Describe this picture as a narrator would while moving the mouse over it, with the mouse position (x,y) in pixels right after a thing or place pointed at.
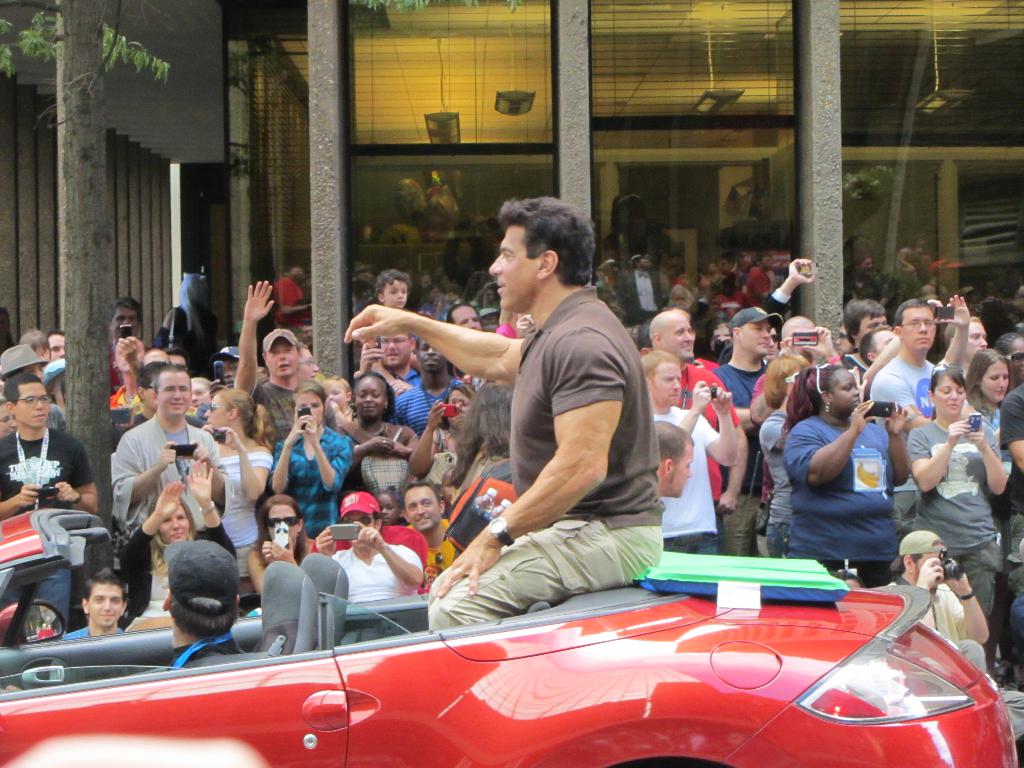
There is a man (550,570) sitting on a car (344,731) and behind, many people (275,480) were taking pictures of him. and behind there is building (413,148) with big glass wall (451,172) and pillar (320,206) and on the left side (80,171) there is a tree (89,157).
